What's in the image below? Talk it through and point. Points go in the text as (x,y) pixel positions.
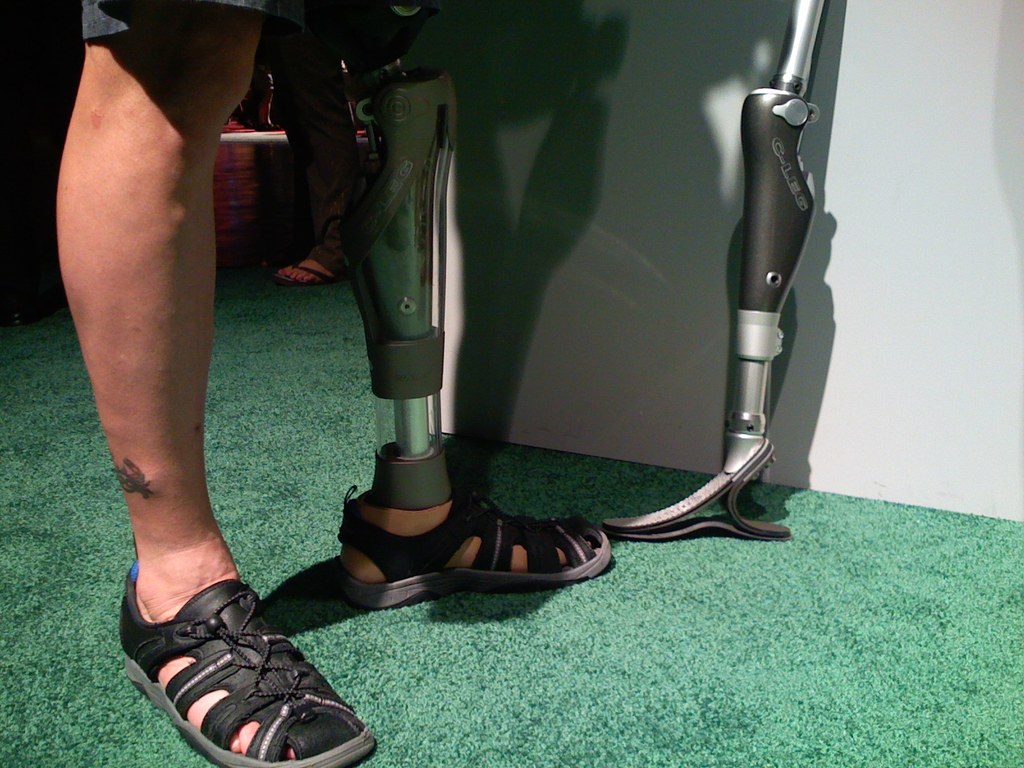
In this image we can see a person (469,544) wearing an artificial leg (412,365) is standing on the floor (118,645). To the right side of the image (790,156) we can see an artificial leg (790,170) placed on the floor (645,561). In the background (296,123), we can see a person (317,139) and the wall (598,312).
